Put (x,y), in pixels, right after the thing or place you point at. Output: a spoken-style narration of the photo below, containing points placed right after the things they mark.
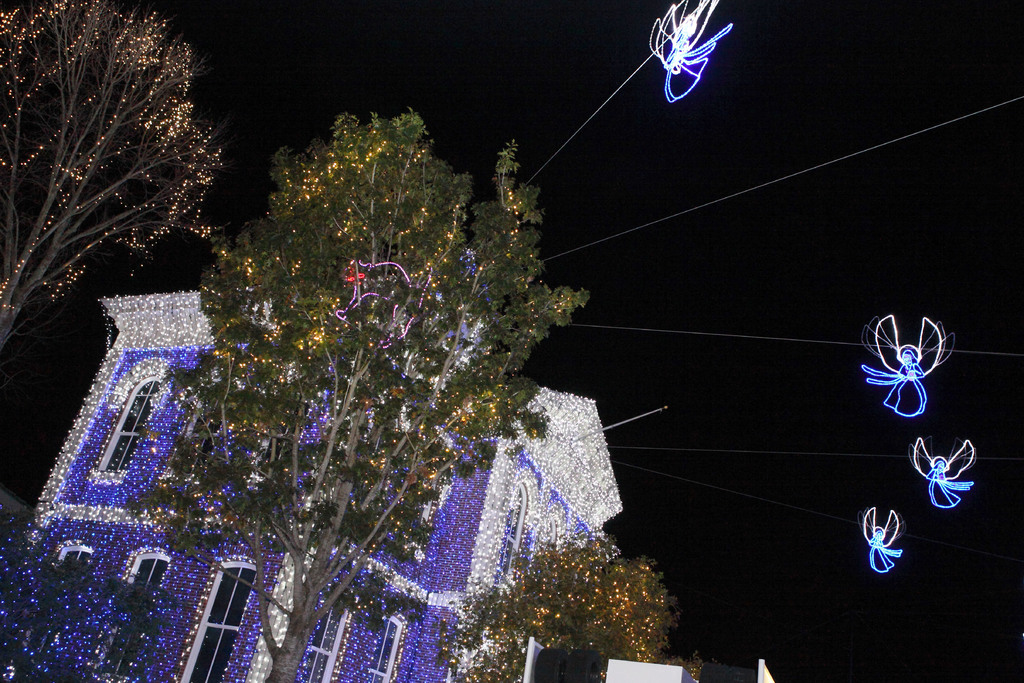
In the picture we can see a night view of the building (339,555) decorated with full of lights (452,555) and near it, we can see some trees (471,392) are also decorated with lights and some wires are also decorated with lights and behind we can see dark.
